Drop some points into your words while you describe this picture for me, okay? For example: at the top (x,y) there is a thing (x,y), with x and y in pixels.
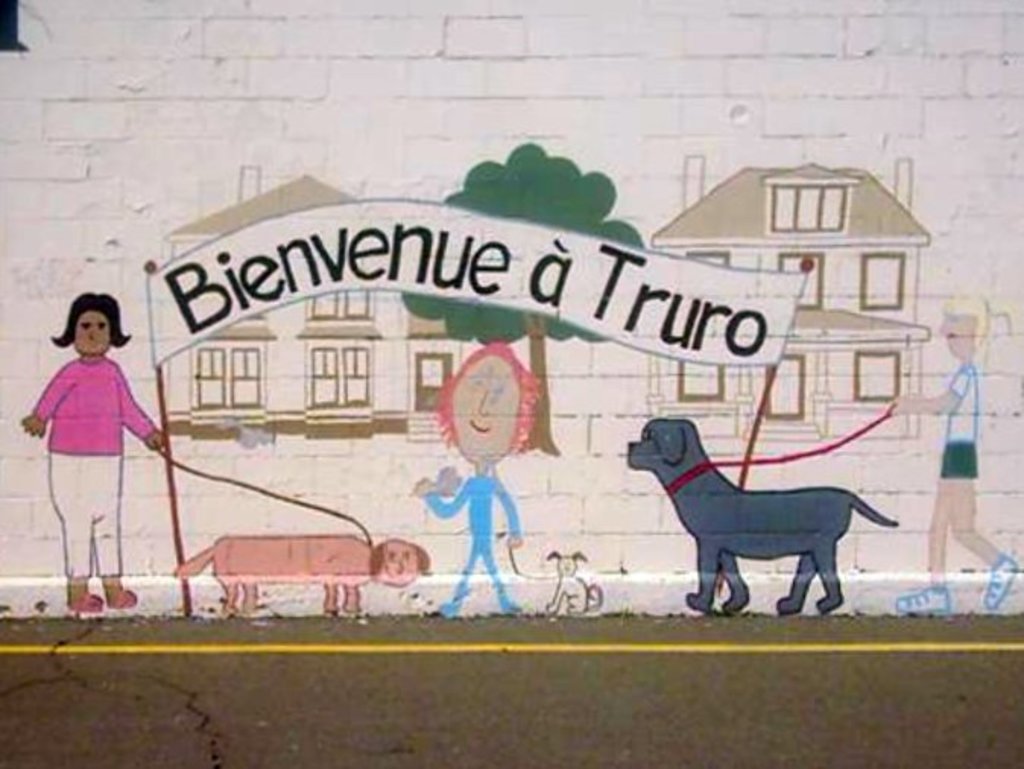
This picture is a painting (393,566) on the wall (1021,387). In this image, on the right side (977,391), we can see a painting (713,484) of a dog (694,497) in which its collar rope (747,460) is held by a girl (950,397). On the left side (97,438), we can also see another girl (55,466) holding the collar rope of the dog (354,593). In the middle of the image (497,477), we can see a person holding collar rope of a dog (584,561), hoardings (716,351). In the background of the paintings (184,462), we can see trees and buildings (220,377). At the bottom (905,745), we can see a road (194,729).
